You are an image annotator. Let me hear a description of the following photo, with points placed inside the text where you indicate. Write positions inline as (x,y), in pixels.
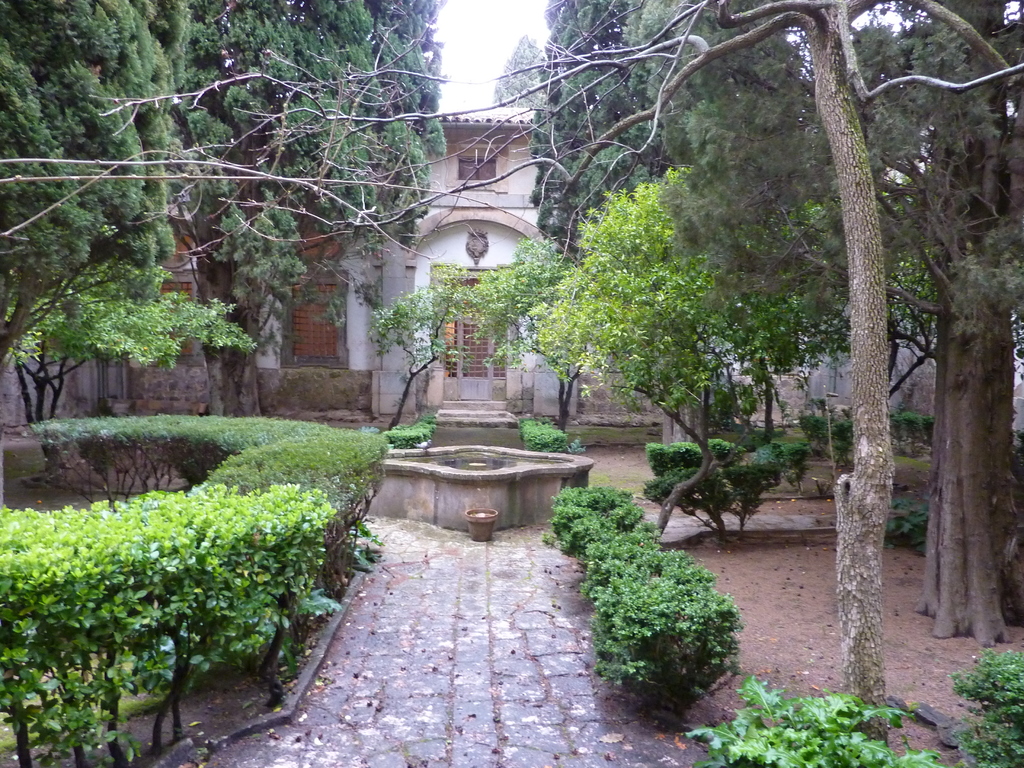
In this image, we can see some plants (623,558) and trees (768,55). In the background (328,243), we can see a house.
